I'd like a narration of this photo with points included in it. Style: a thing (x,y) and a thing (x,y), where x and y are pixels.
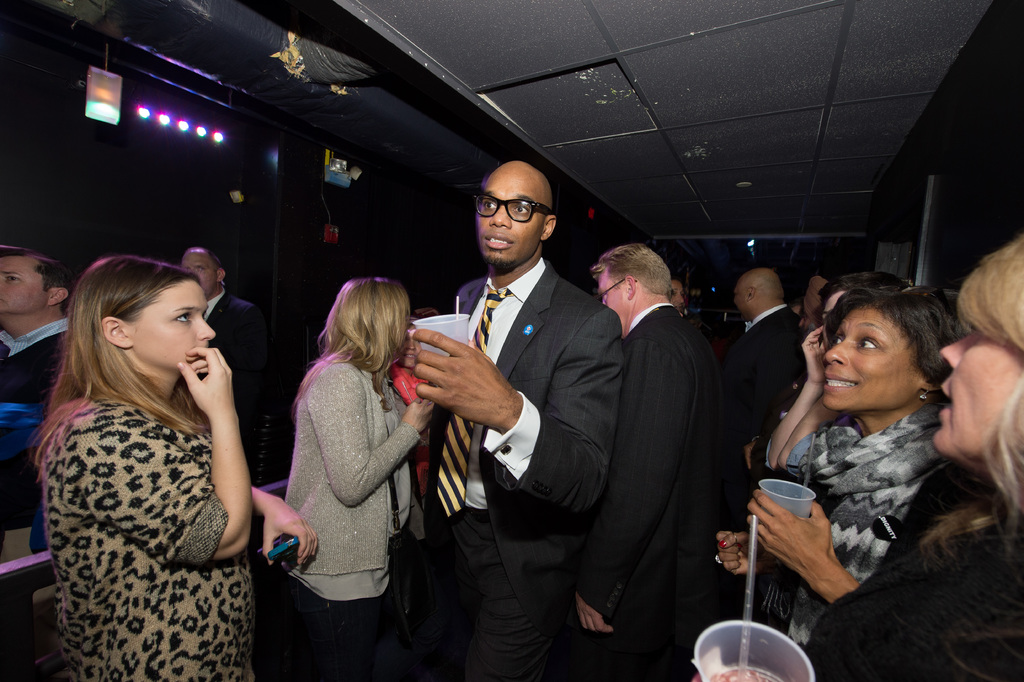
This image is taken indoors. At the top of the image (583,59) there is a roof (585,74). In this image the background (89,174) is a little dark. There are a few lights (145,113). In the middle of the image (361,302) many people (210,492) are standing and a few (438,343) are holding tumblers (788,666) in their hands (796,537).
